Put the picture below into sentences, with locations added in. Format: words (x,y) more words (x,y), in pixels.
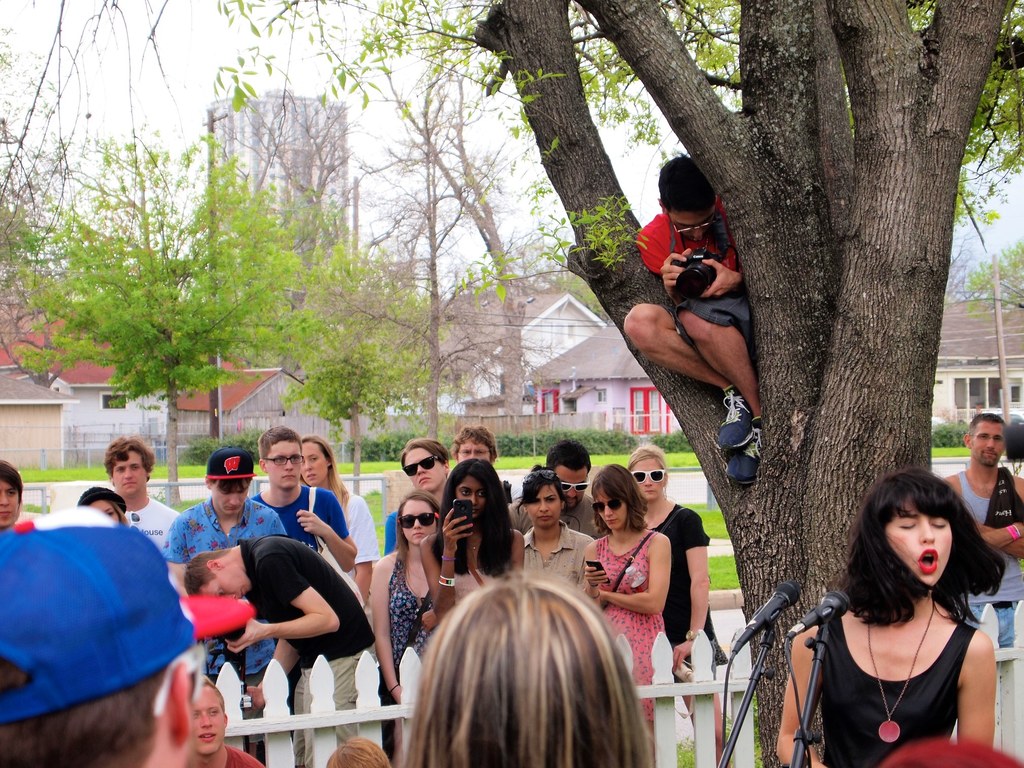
In this image I can see number of people (475,525) are standing. In the front (912,420) I can see a tree (821,234), few mics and on the tree (659,302) I can see a man (669,165) and I can see he is holding a camera (694,283). In the background (633,413) I can see number of buildings (47,428), few poles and few more trees (432,289). I can also see plants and grass (715,568) in the background (694,505).
